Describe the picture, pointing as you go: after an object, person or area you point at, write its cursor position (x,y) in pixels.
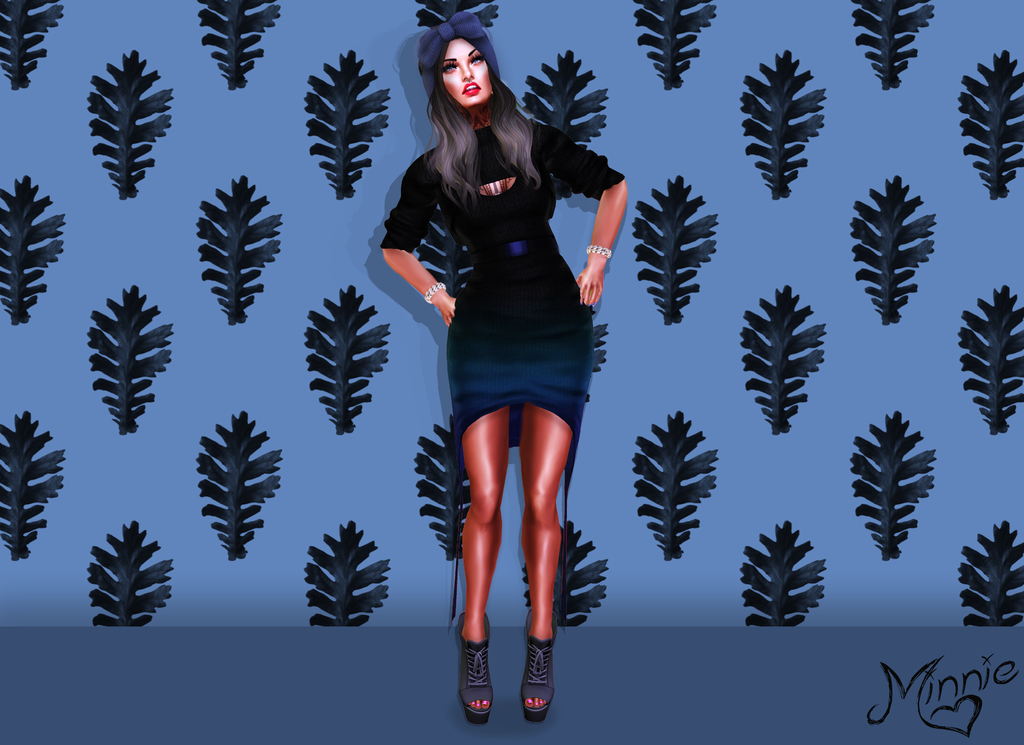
This is an animated picture. In the center of the picture (569,360) there is a person (505,167) in black dress (482,174). In the background (228,234) there is a wall (746,264) with some floral design (872,511). At the bottom (952,699) towards right (964,694) there is text (933,700).
